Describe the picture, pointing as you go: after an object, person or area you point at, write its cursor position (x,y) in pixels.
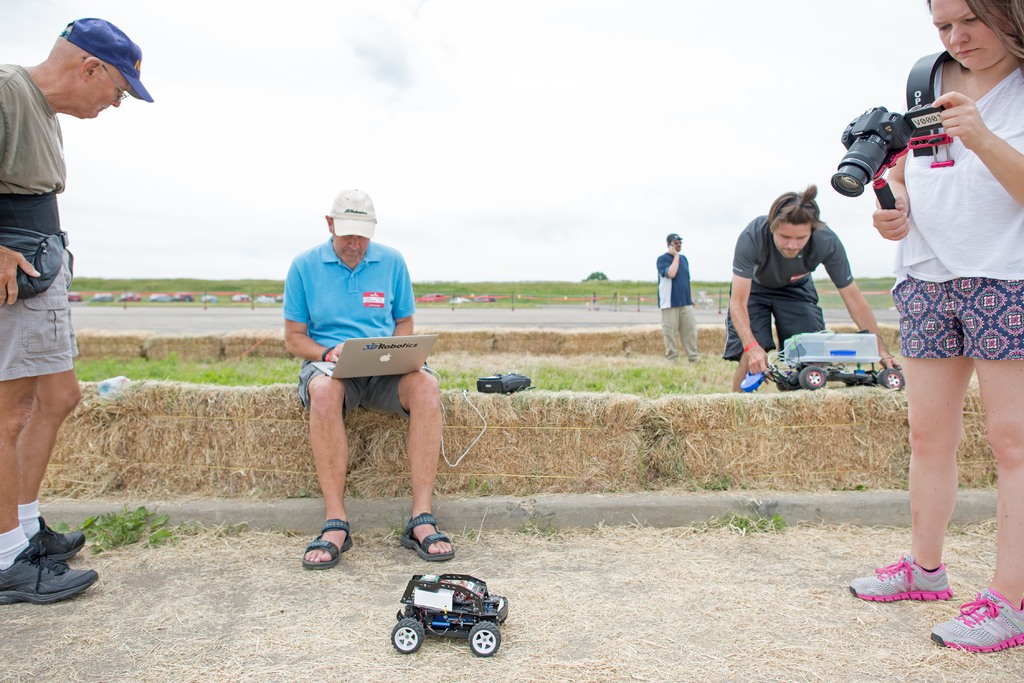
In this image I can see the ground (623,626), a robot vehicle (491,623) on the ground (241,562), a person (322,408) sitting and holding a laptop (375,354), a person (911,222) standing and holding a camera (907,121) and a person (76,101) standing. In the background (685,366) I can see few persons (683,275) standing, some grass (589,361), the road (566,325), few vehicles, a tree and the sky (567,126).
